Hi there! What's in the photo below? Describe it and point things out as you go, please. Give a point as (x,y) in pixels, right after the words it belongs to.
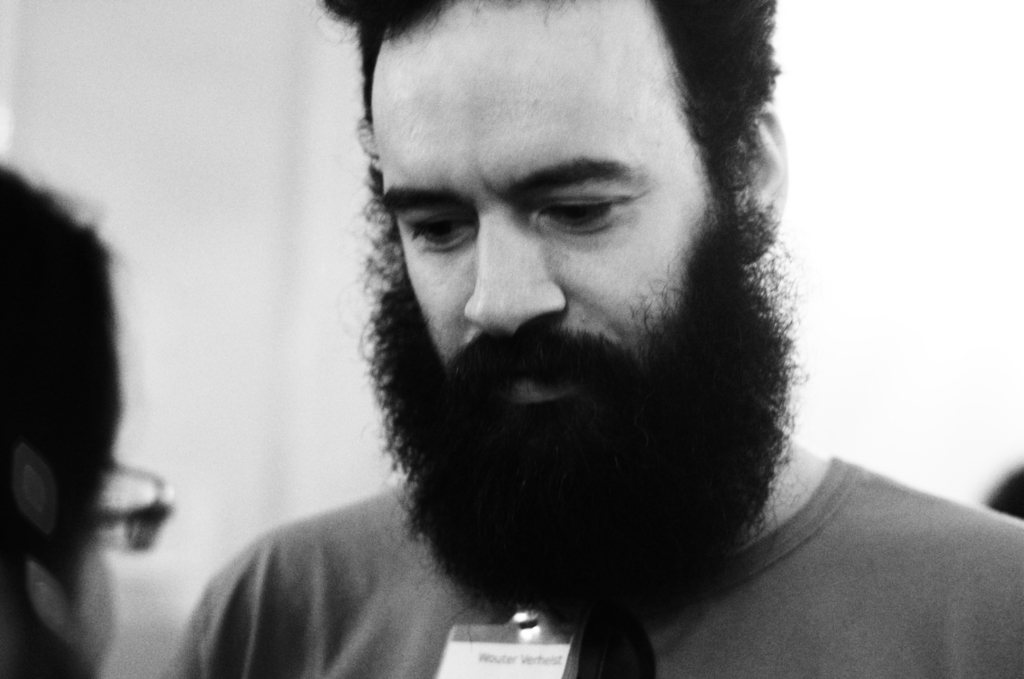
This is a black and white picture, in the middle (448,344) there is a bearded man (509,438) standing in front of another person (62,478).
